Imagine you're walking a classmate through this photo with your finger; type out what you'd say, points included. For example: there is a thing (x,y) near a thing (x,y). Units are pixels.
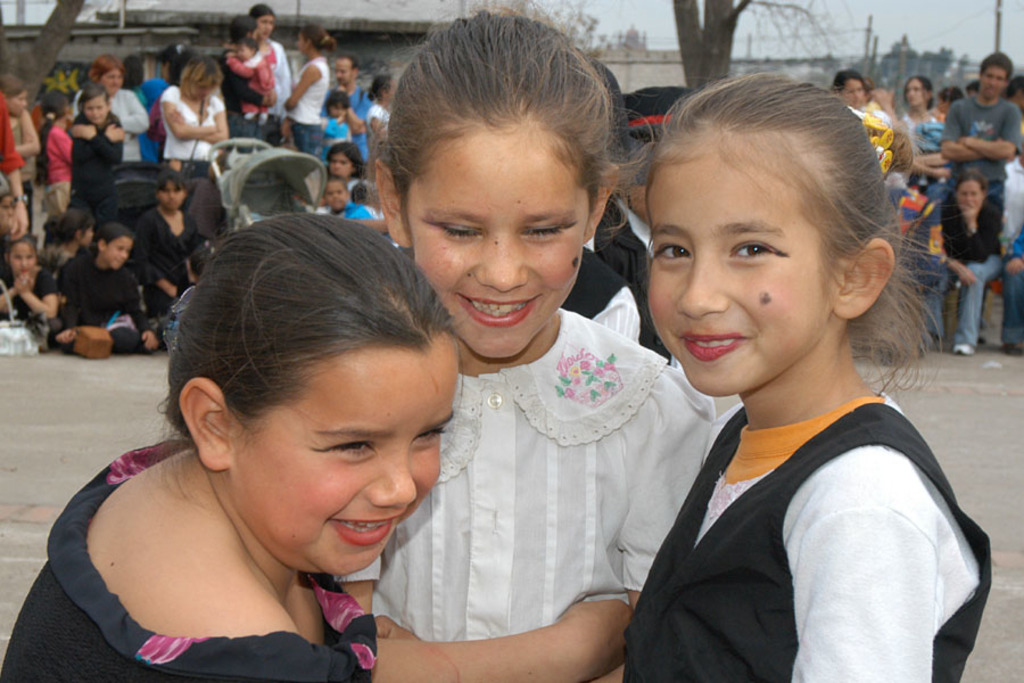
In the foreground of the image (232,356) there are three kids (305,440). In the background of the image (335,157) there are people (159,267). There are trees (715,38), wall (81,32).
